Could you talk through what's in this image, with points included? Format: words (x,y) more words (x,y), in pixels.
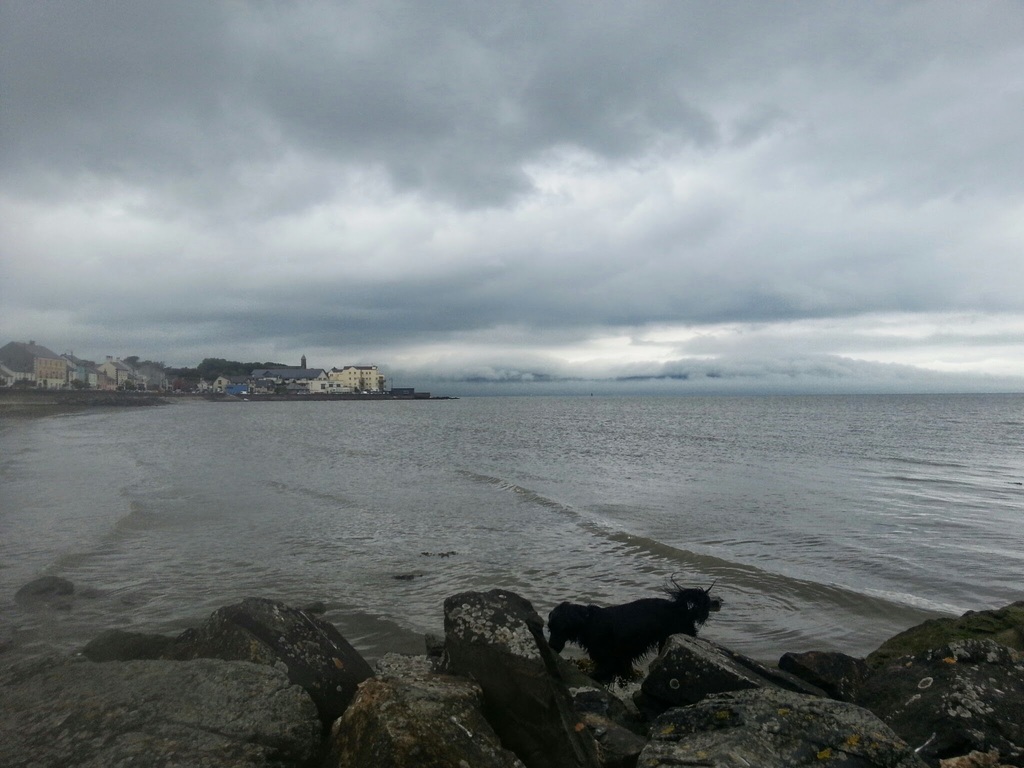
In the image we can see an animal (599,660), black in color. There are stones (785,706) and buildings (153,387). There is even water (669,481) and a cloudy sky (627,267).
